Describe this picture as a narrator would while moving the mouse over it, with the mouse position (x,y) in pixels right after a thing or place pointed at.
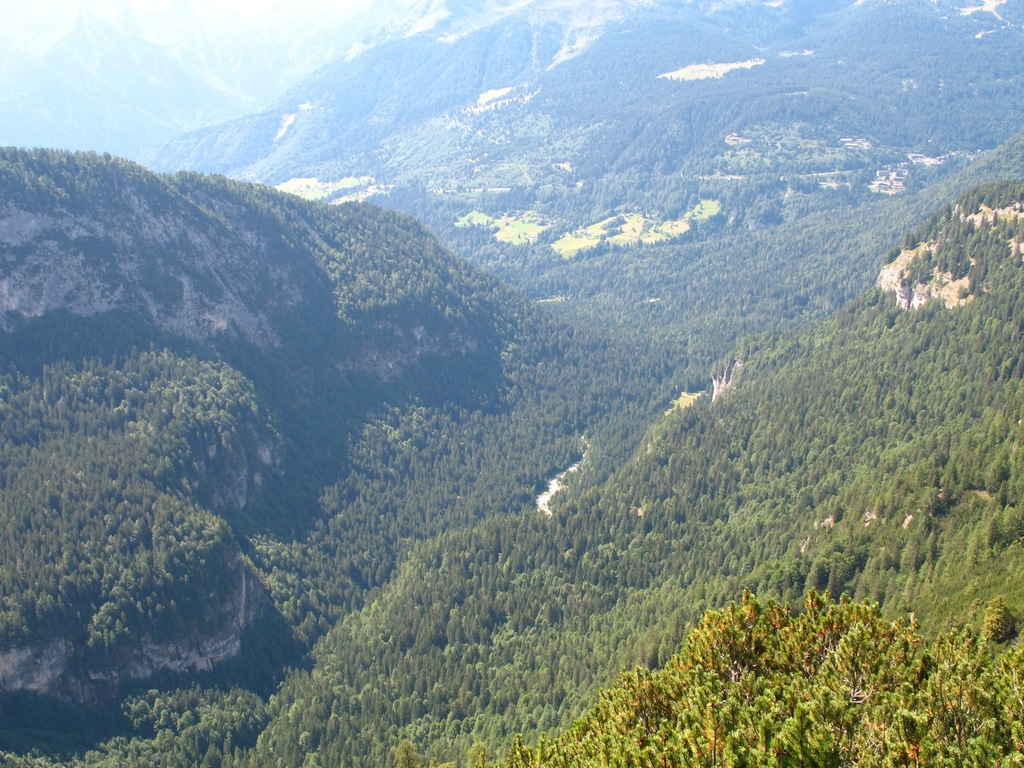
This is a picture clicked in the mountains (877,278). In this picture there are trees (542,554) and mountains (425,38). It is sunny.
